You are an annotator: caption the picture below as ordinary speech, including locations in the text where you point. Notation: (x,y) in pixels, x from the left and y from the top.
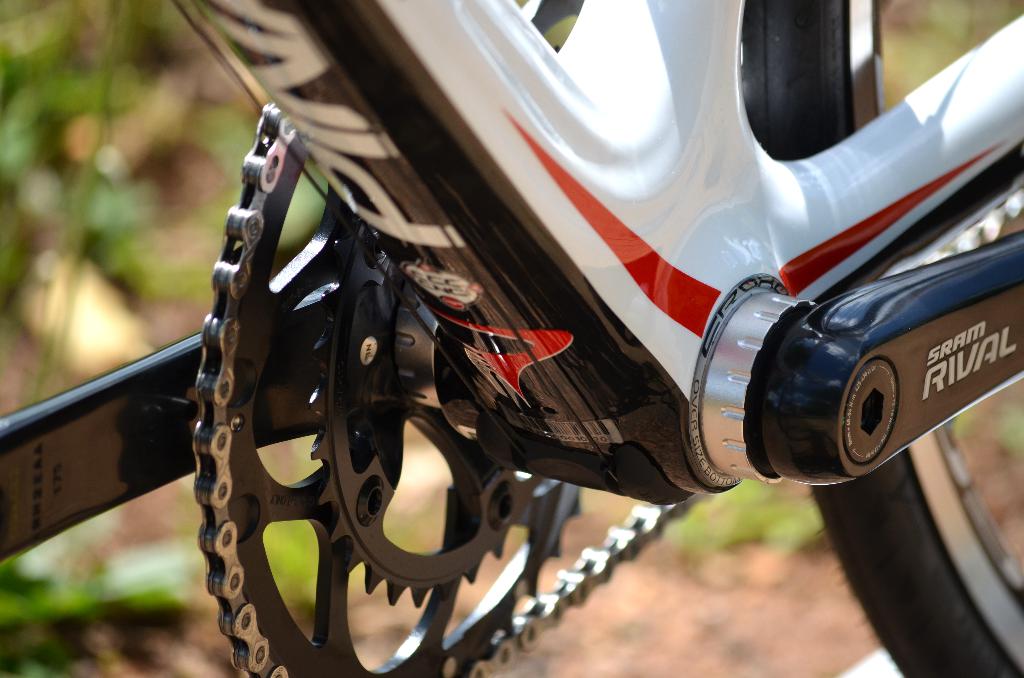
In the center of the image (435,351), we can see a bicycle (425,409) and in the background (93,81), there are leaves (705,538). At the bottom (673,606), there is a road (632,620).
